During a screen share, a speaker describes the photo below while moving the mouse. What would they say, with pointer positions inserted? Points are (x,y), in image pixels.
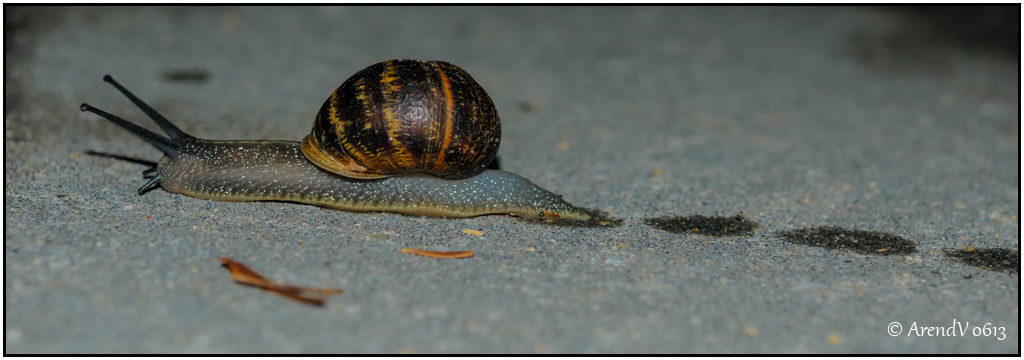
This is a zoomed in picture. On the left (176,168) there is a snail (288,187) on the ground (304,215). In the background (669,20) we can see the ground (534,23). At the bottom right corner (954,331) there is a text (919,333) on the image.
